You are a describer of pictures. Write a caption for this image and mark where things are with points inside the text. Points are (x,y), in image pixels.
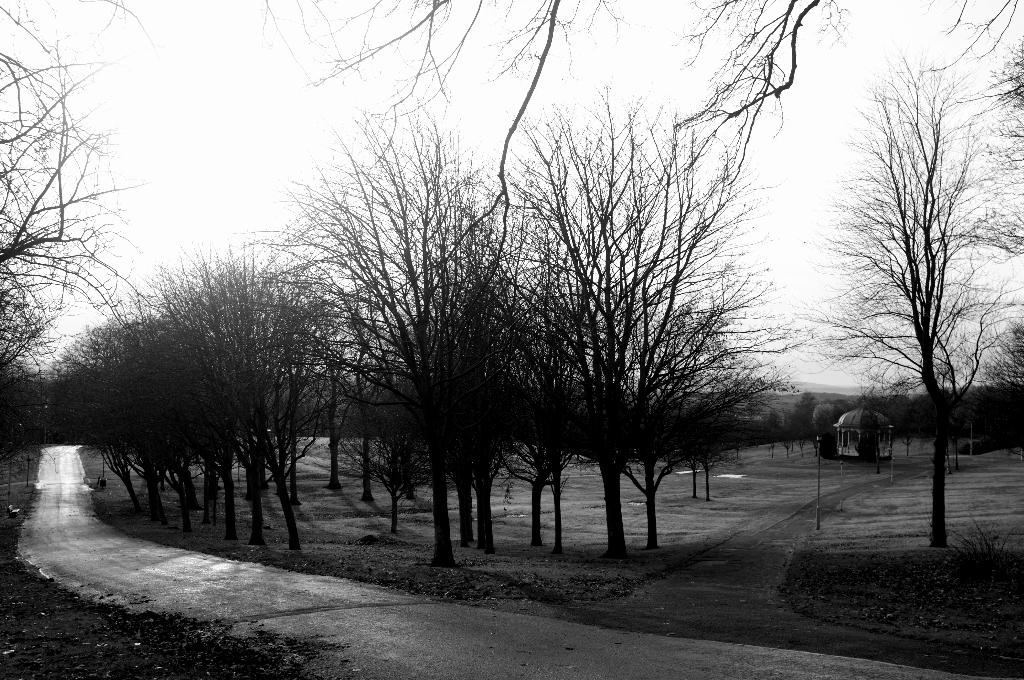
In this image we can see trees (462,388), sky (359,113), ground (366,574) and a tomb like structure (852,421).
